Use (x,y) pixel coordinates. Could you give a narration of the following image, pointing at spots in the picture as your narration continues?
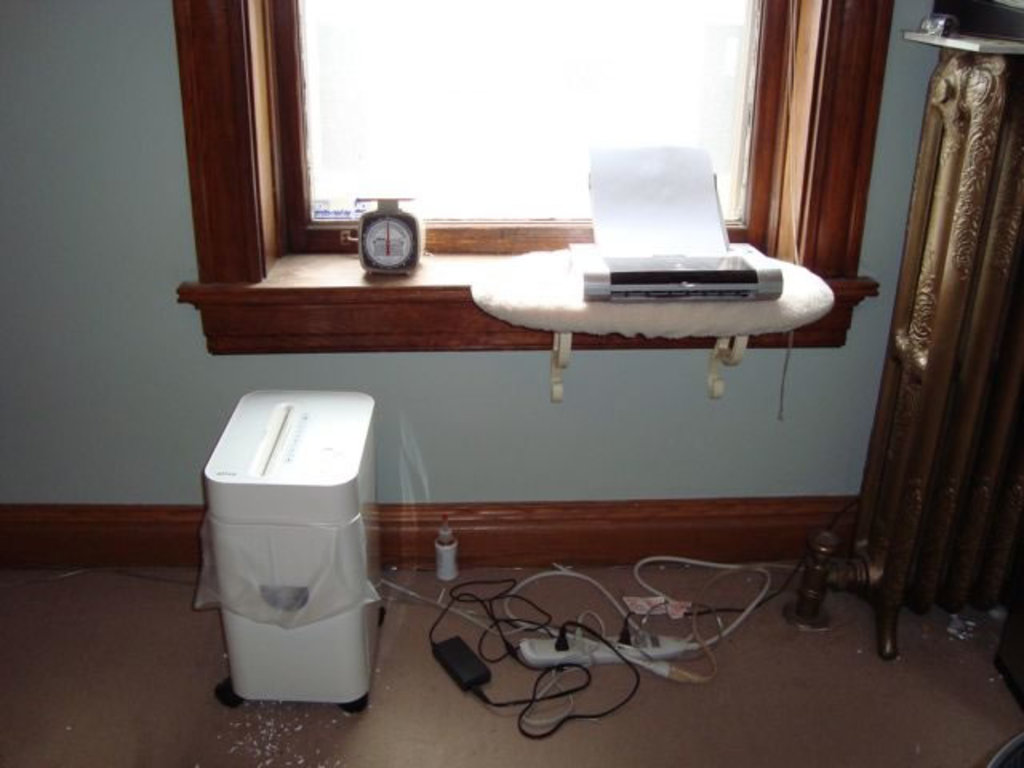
In this image we can see devices (689,295), paper (627,156), cables (550,618), extension box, floor (514,670), and few objects (446,554). In the background (194,466) we can see wall (127,341) and a window (719,28).
